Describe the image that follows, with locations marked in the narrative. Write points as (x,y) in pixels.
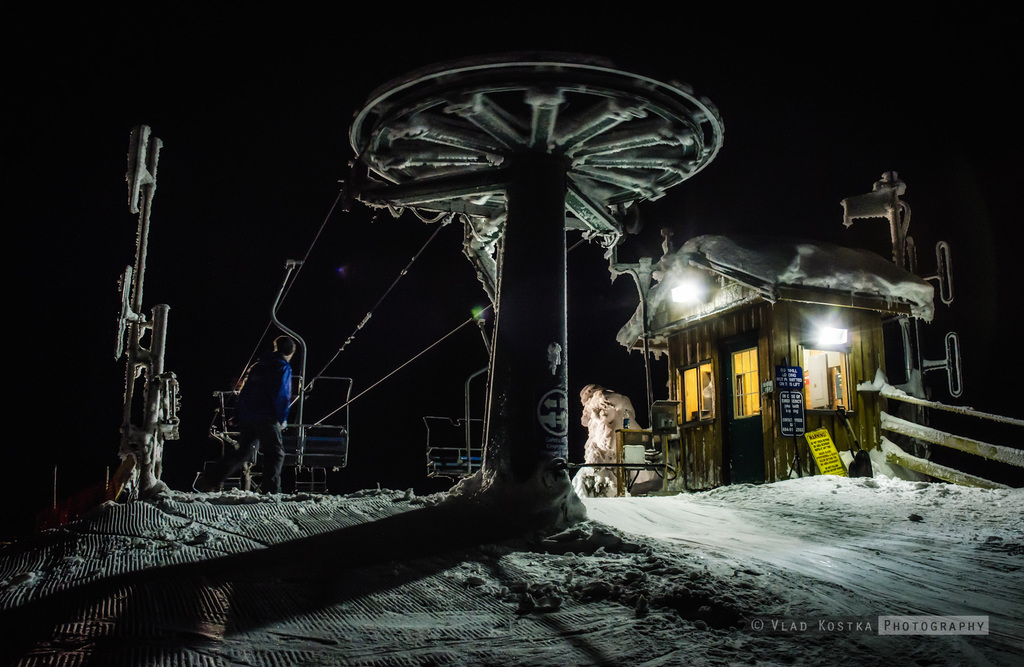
This image is taken outdoors. In this image the background (256,130) is dark. At the bottom of the image (741,599) there is a ground (825,558) covered with snow (681,550). In the middle of the image (673,372) there is a hut (688,317) covered with snow (789,253). There are a few poles (553,276). There are a few boards (796,403) with text (787,416) on them. There is a cable car (302,395) and a man (281,443) is standing in the snow (36,593).
